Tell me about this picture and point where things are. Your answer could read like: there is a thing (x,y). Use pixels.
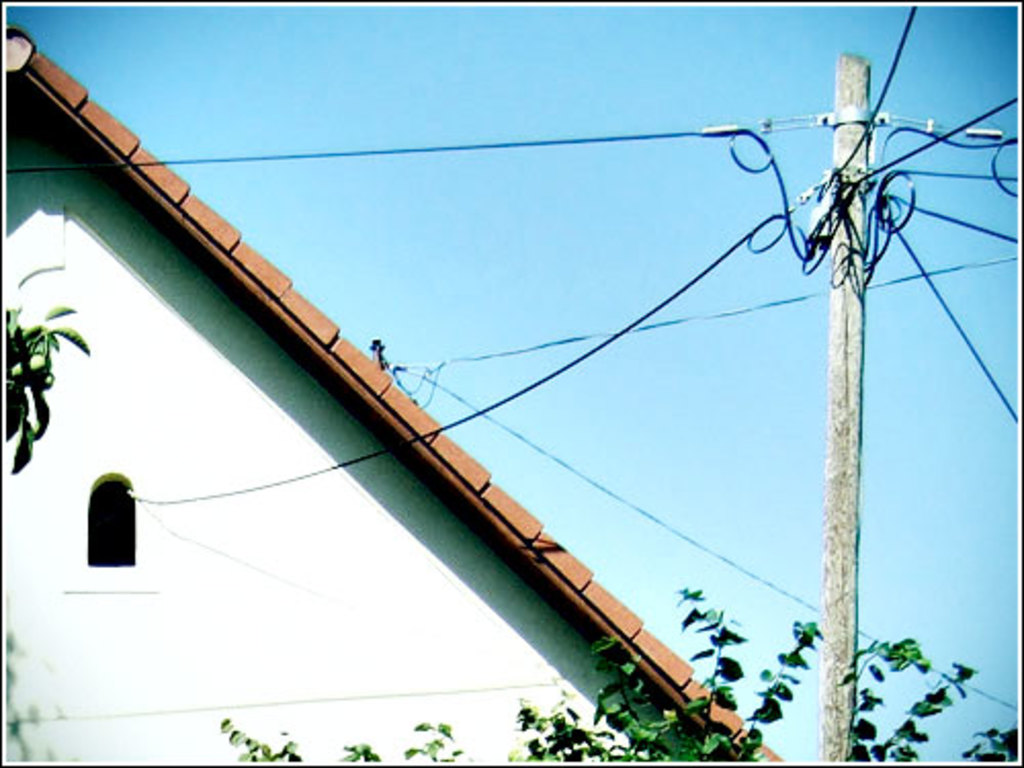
In this image we can see a building (226,445) with window (96,484). In the foreground (629,724) we can see a plant (632,739) and a pole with cables (929,273) on it. In the background (543,295), we can see the sky (495,233).
